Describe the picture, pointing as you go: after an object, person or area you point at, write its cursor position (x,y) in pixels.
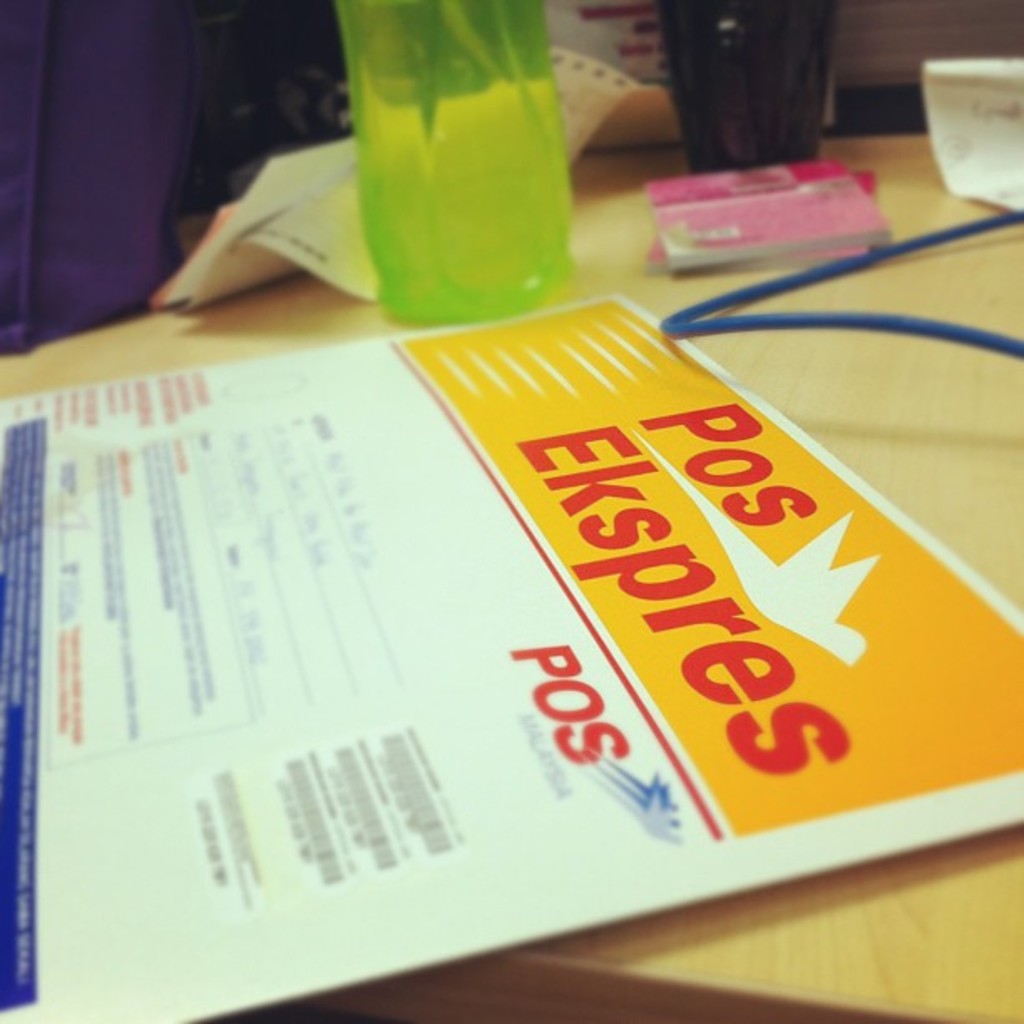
This picture shows a courier (541,366) and we see a water bottle (491,0) and a cup (809,74) and we see couple of books (757,203) and a paper (654,146) on the table (35,379).
